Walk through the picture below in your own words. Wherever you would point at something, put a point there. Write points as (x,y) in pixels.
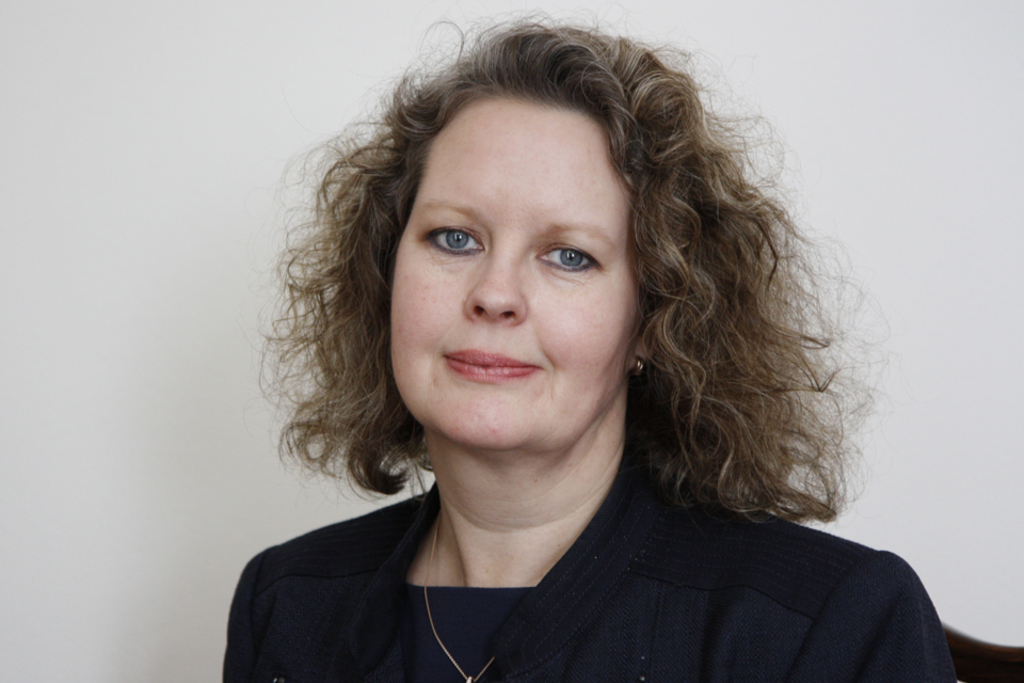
In this picture we can see a woman (498,454) is smiling in the front (516,428), there is a plain background (253,36).
